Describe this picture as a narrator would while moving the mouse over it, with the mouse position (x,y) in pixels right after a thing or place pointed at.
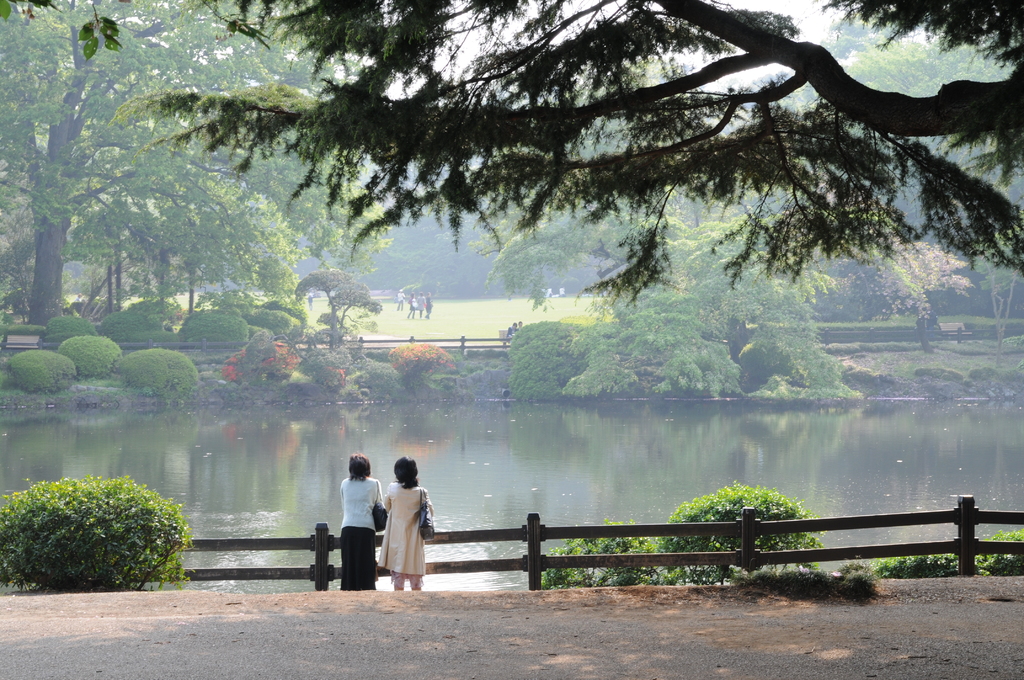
In this picture we can see two women (390,569) wearing bags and standing on the path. There is a plant (110,565) on the left side (154,548). We can see a wooden fence (338,570) from left to right. There is water (207,458). We can see a few people (402,306) and trees (454,286) in the background (480,280).
